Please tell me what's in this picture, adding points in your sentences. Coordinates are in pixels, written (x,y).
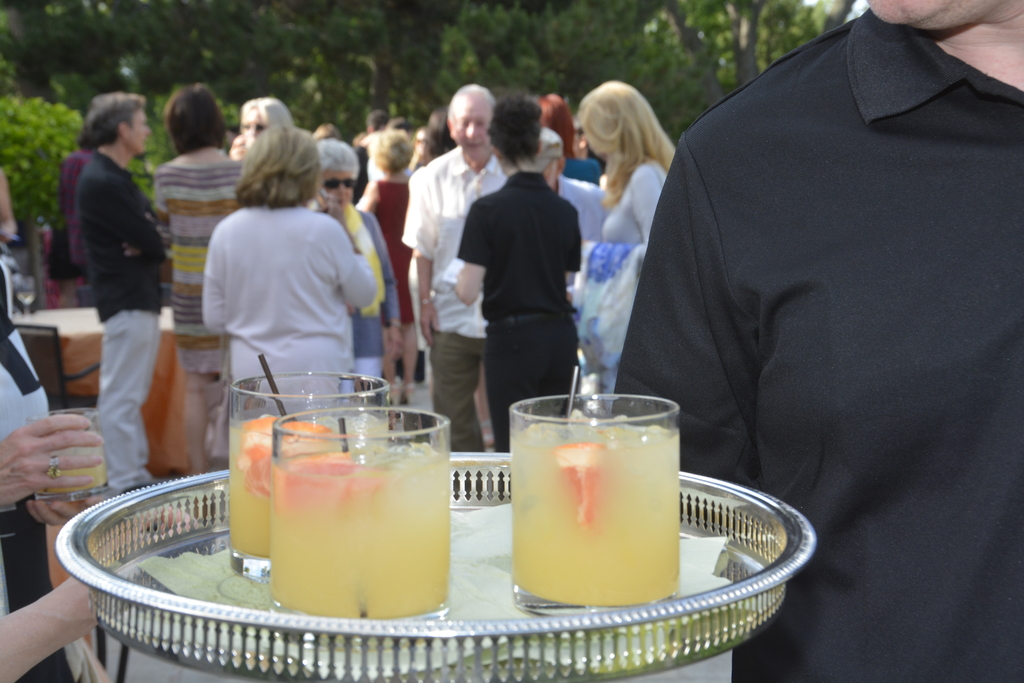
In the middle of the image (348,448) there is a tray (723,525) with glasses (239,495). In the glasses (291,504) there are drinks (375,491). On the right side of the image (918,216) there is a man (777,116). And on the left side of the image (26,376) there is a person (35,469) standing and holding a glass (92,474). There are few people (108,426) standing. Behind them there are trees (75,143) in the background (441,3).
